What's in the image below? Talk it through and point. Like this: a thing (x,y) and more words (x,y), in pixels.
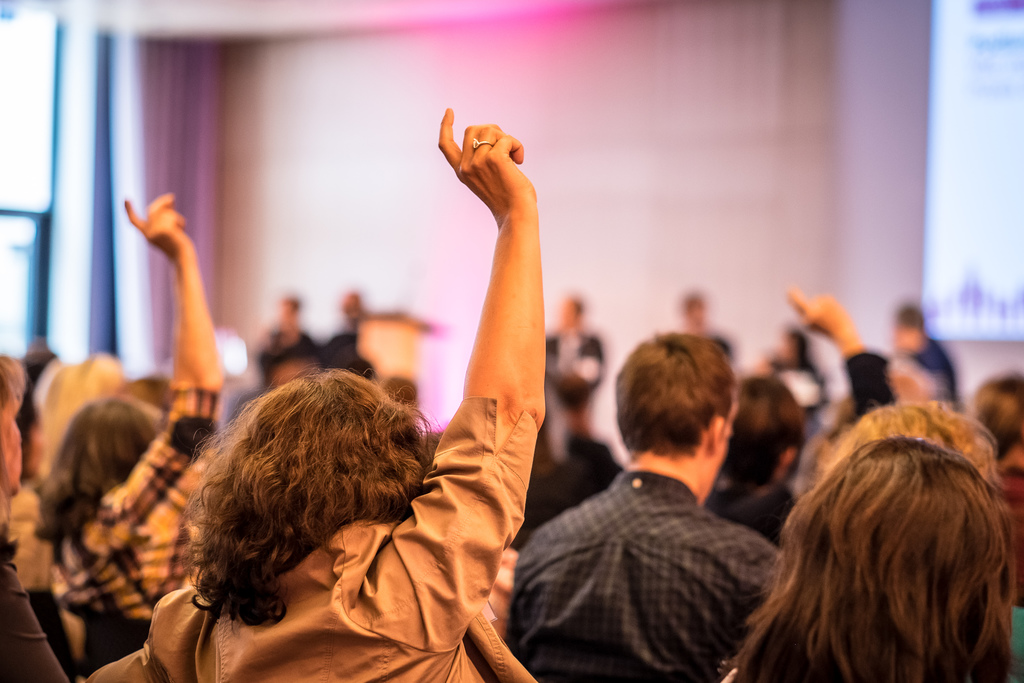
This picture shows few people (337,377) seated on the chairs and few are raising their hands (831,316) and we see few people (549,338) are standing and we see a podium (390,335) and a projector screen (954,254).
